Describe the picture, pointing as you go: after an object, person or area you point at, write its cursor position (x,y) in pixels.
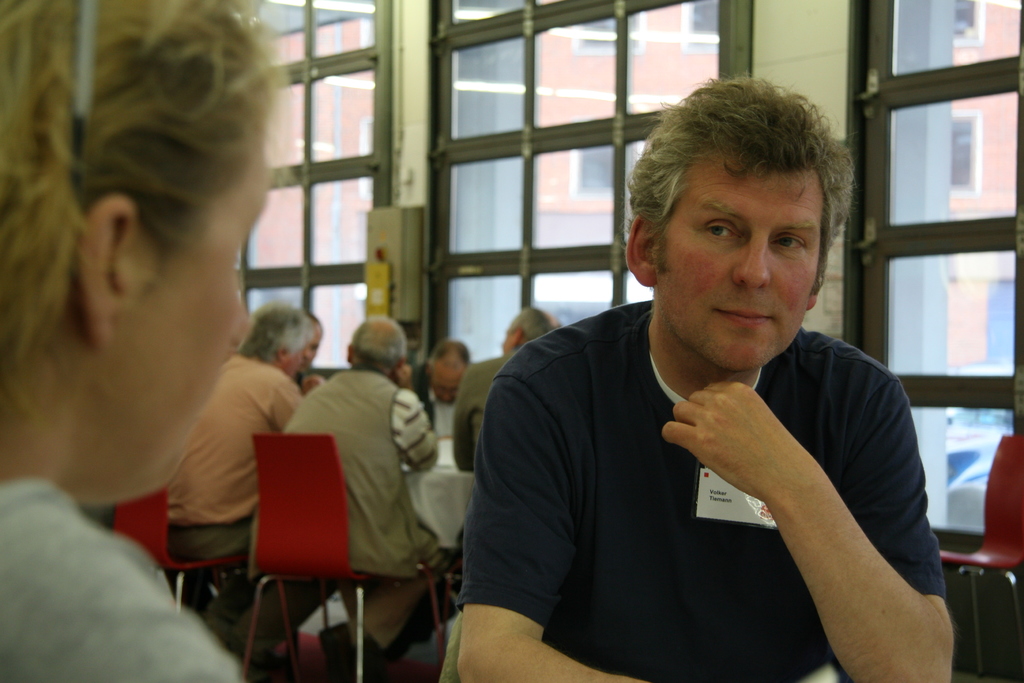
In this image I can see a person (647,509) wearing a black t-shirt (588,538) is sitting on a chair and to the left of the image (62,67) I can see another person (101,101). In the background (244,420) I can see people (321,378) sitting on chairs (320,449) in front of a table (463,488) and few Windows (472,157) through which I can see a building (612,104) and few vehicles (957,453).
